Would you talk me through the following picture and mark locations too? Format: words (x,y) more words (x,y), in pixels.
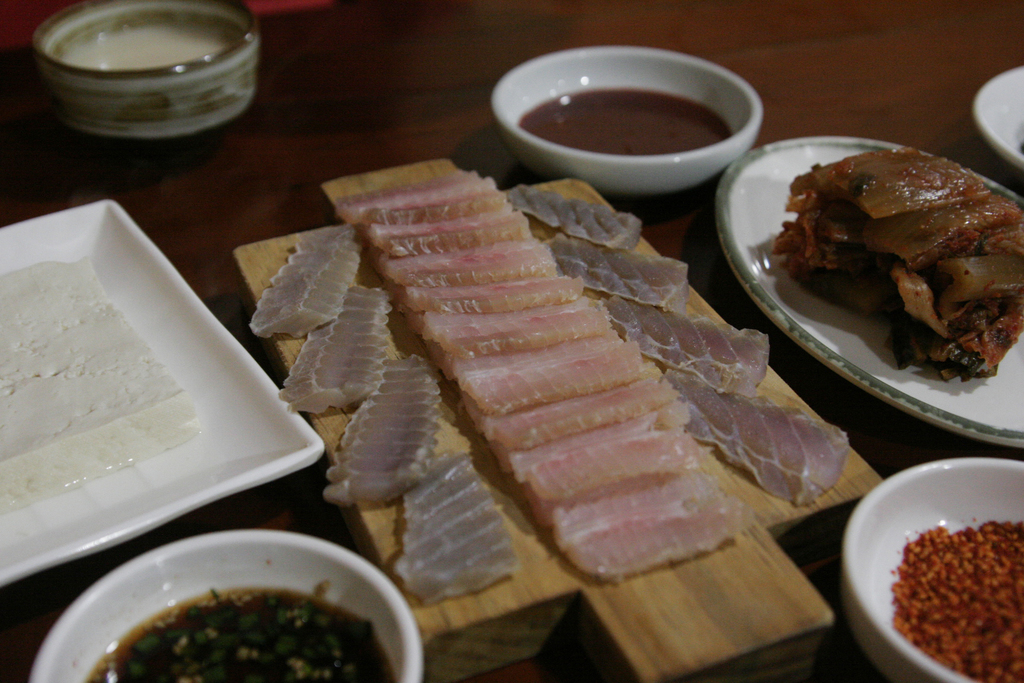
In this image, we can see a table (843,398). In the middle of the table (240,148), we can see a wood table (664,607), on that table (381,279), we can see some meat (472,285). On the right side of the table (897,130), we can see a bowl (914,670) with some food (920,628) and plate (924,404) with some food items (910,362). On the left side of the table (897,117), we can see a bowl (389,664) with some liquid content (296,611), we can also see a tray (102,253) with some food (187,437). In the background of the table (273,18), we can see a bowl (646,58).
